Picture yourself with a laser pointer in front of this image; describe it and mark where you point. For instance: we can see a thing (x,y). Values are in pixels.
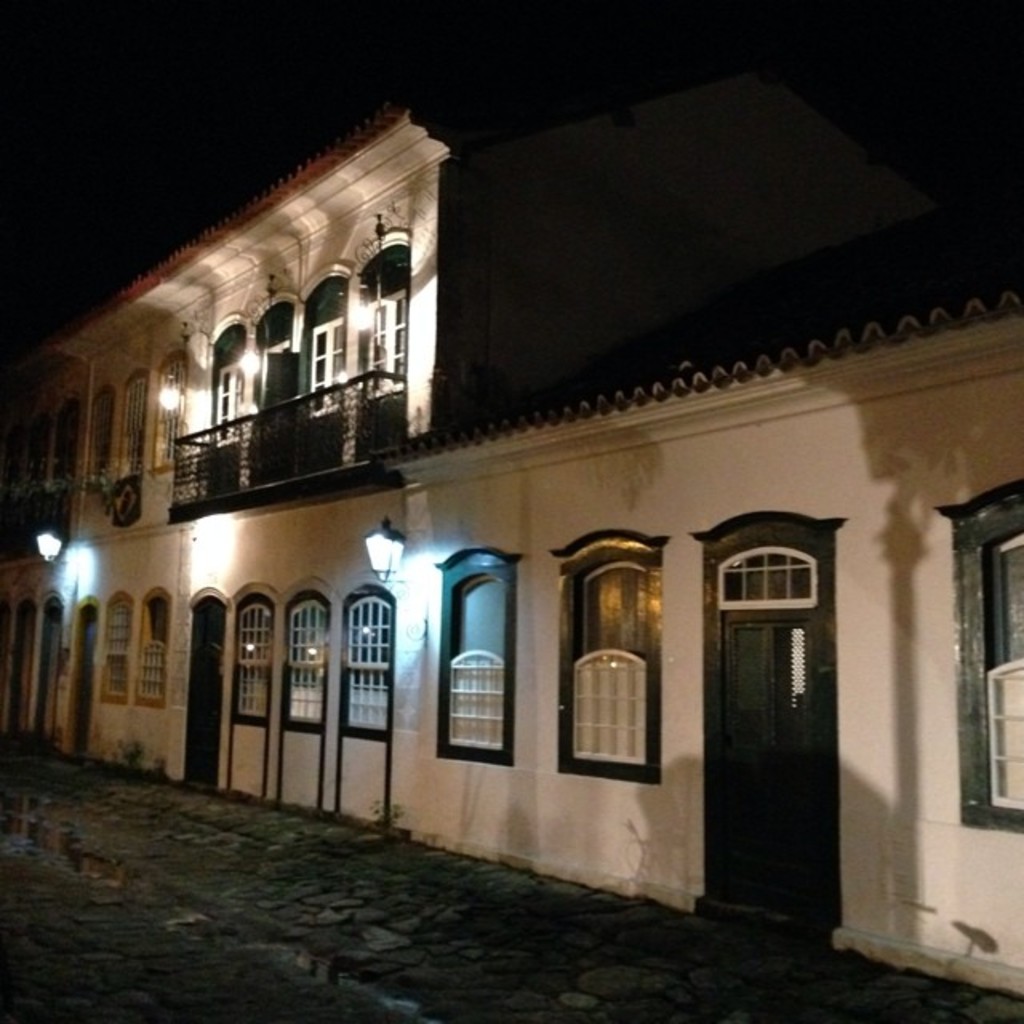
In this image there is a building (551,634) and we can see lights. At the bottom (280,917) there is a road (127,886).
